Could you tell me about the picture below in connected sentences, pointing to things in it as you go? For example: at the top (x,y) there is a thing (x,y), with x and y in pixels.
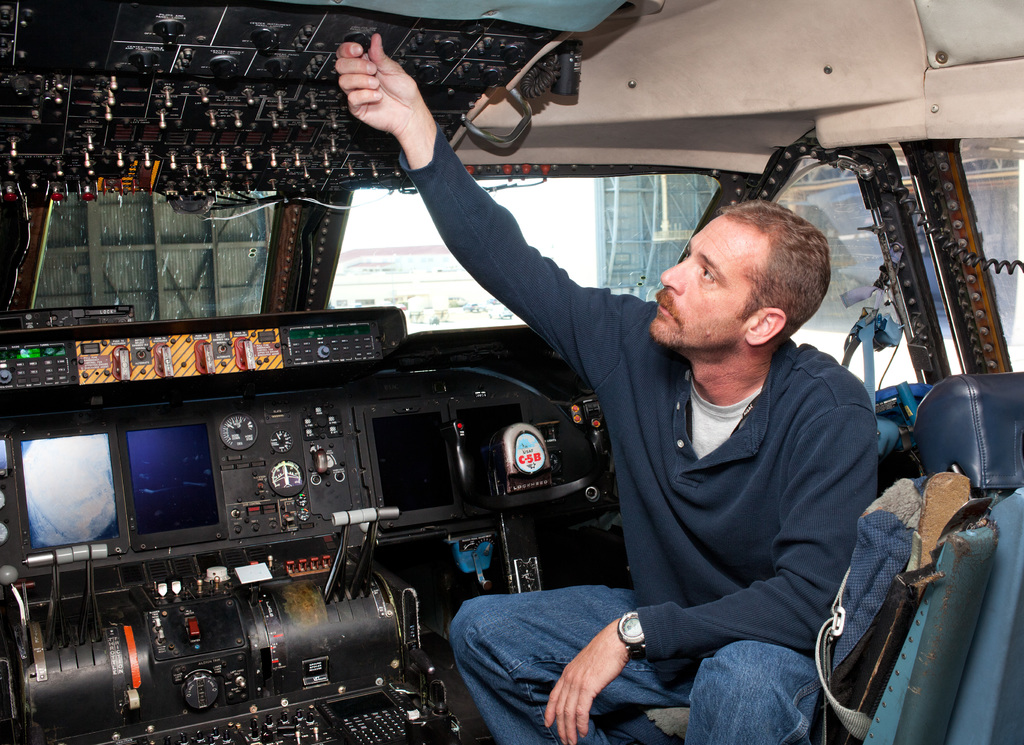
In this image there is a person (696,578) sitting inside a vehicle (438,627). Behind the glass window (615,212) of a vehicle (621,172) there is a fence (657,222).
